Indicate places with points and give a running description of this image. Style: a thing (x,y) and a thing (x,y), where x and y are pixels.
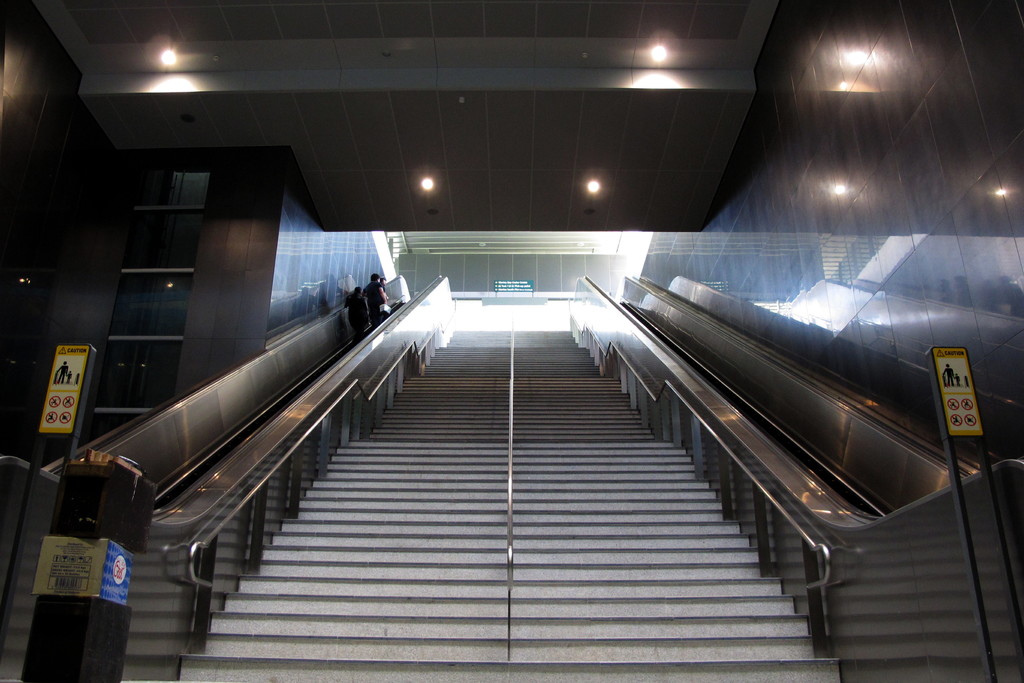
In this image I can see stairs (471,458) in the centre (538,369) and in the front (82,351) I can see few boards (79,370) on the both side of this image. I can see something is written on these boards (82,351). In the background (352,327) I can see few lights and few people (360,312).
